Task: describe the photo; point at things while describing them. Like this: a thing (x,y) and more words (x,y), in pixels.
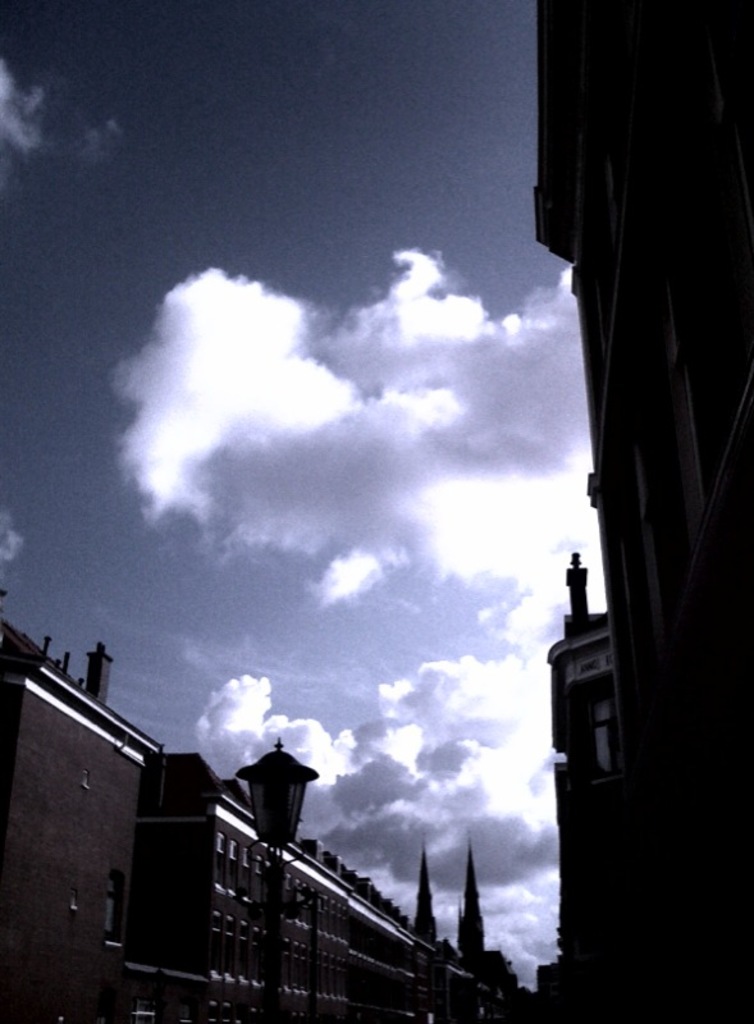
This part of the image is dark where we can see the buildings (377,996), light poles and the sky (387,835) with clouds (510,947) in the background (366,653).
